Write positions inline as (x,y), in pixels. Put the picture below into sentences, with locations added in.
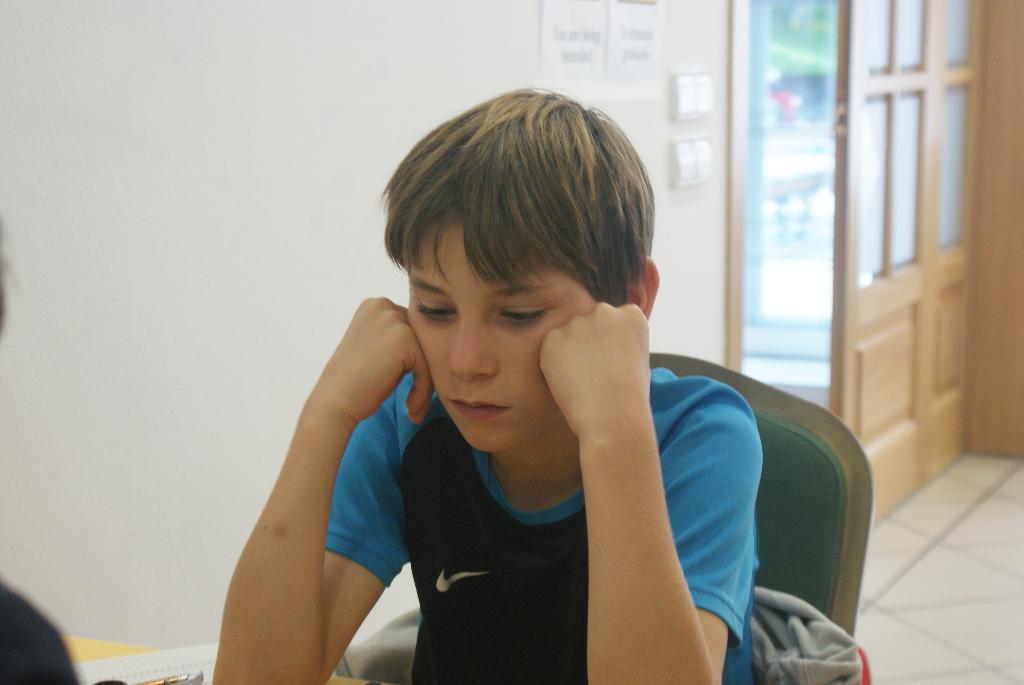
In this image in front (347,629) there is a person (714,550) sitting on the chair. In front of him there is a table (125,641) and on top of the table (74,641) there is a paper (171,669) and a pen (172,682). On the left side of the image (21,661) there is a person (51,659). In the background of the image (438,84) there is a wall (506,53) with the posters (578,43) on it. There are switches (701,90). There is a door (866,240). At the bottom of the image (937,595) there is a floor (972,610).
